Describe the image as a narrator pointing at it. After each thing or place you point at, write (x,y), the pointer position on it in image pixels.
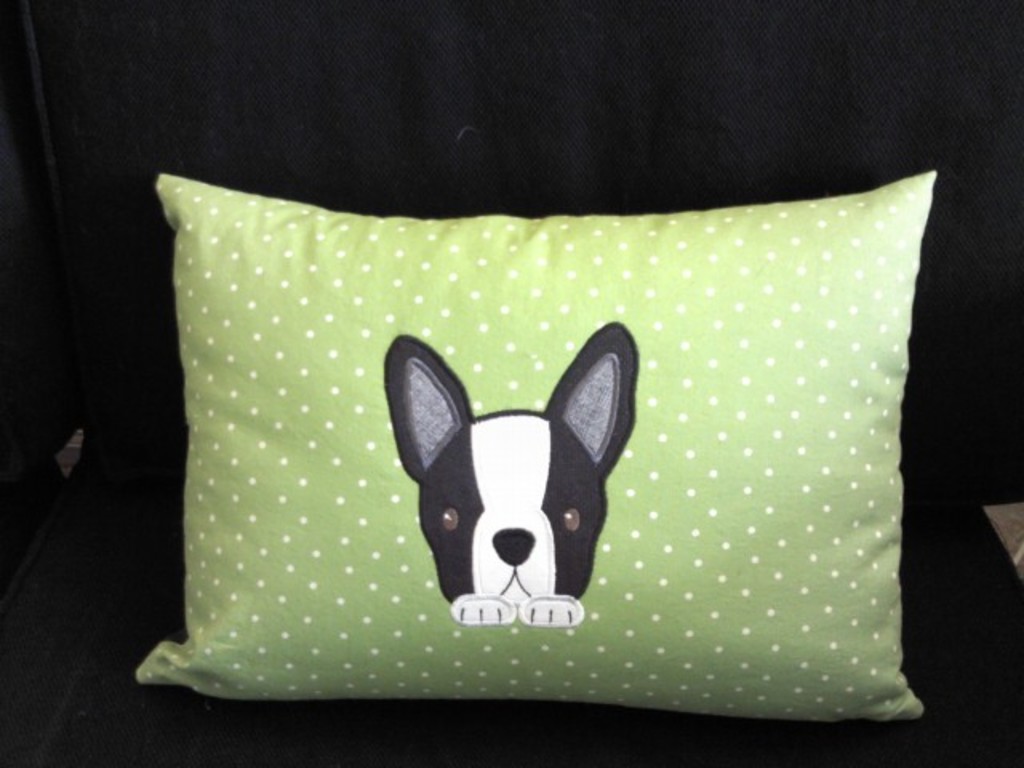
This picture shows a pillow (717,210). It is green in color.
